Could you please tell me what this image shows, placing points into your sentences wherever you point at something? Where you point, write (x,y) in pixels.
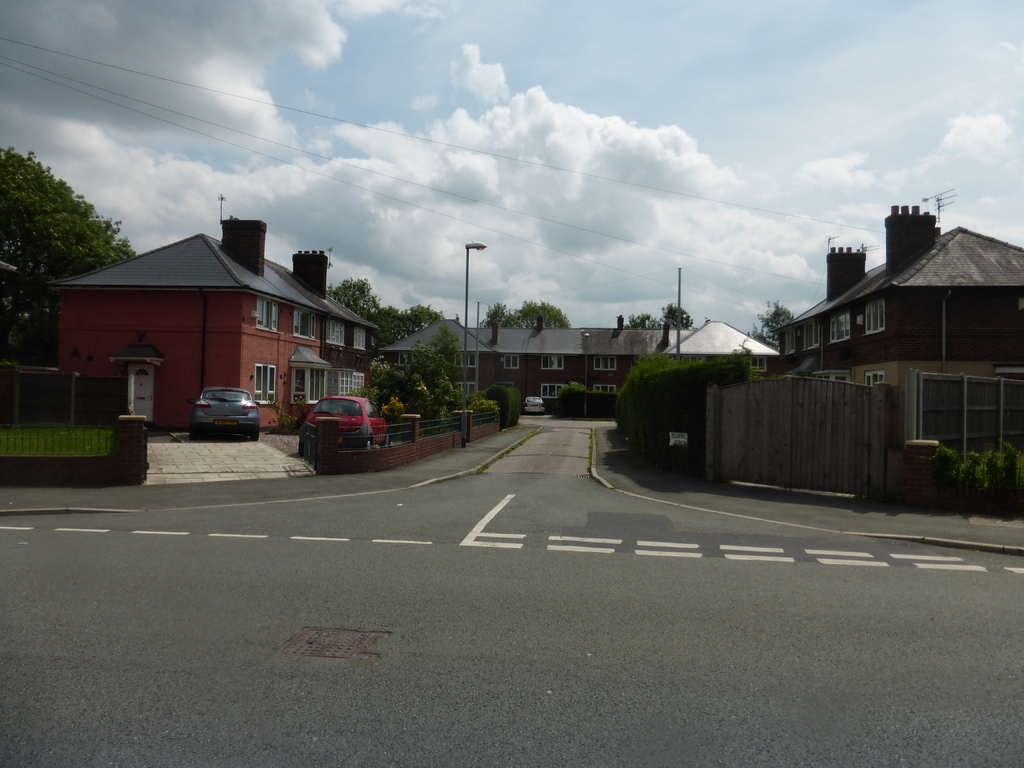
In this image we can see group of vehicles (378,436) parked on the ground (272,445). In the background (281,369), we can see buildings (350,369) with windows (296,369) and roofs (417,337), gate (861,440) and fence (978,429). In the background (372,312), we can see light poles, group of trees (419,312) and the sky (396,175).
